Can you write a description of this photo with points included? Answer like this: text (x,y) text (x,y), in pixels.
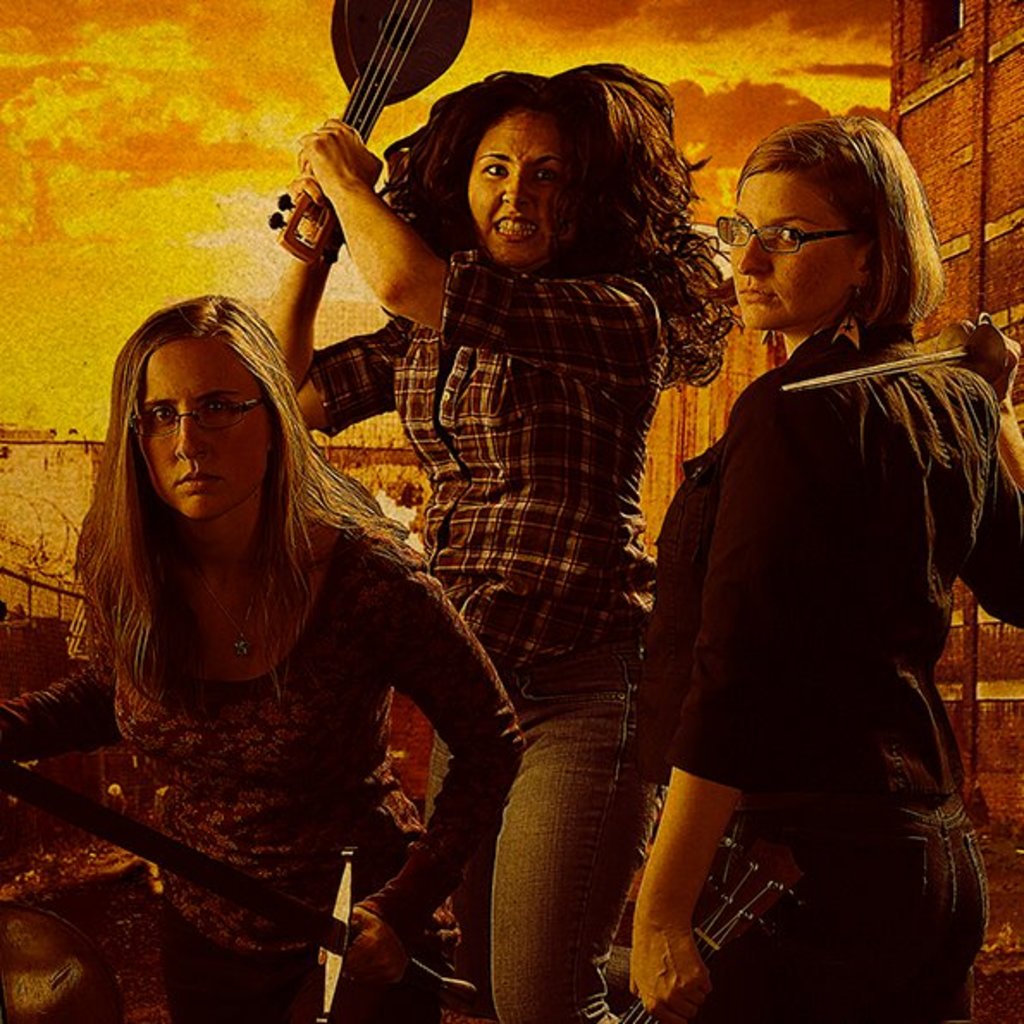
There are three persons (478,230). They are standing. They are holding a musical instruments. The two persons (741,544) are wearing a spectacles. We can see in the background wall (6,560).
